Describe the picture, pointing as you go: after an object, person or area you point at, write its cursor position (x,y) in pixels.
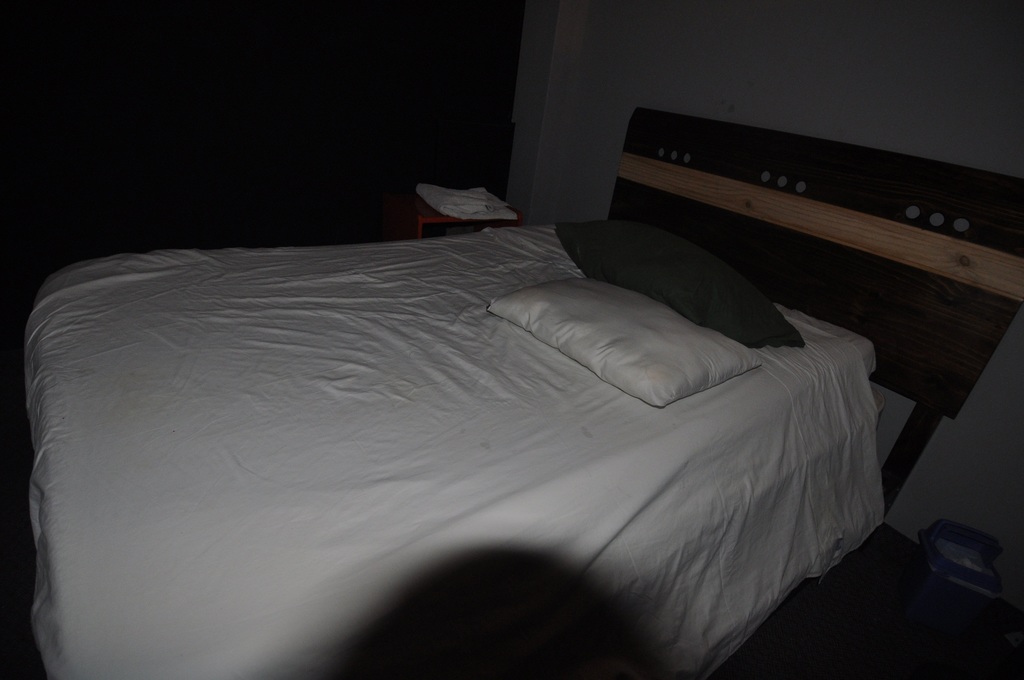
In this image I can see a bed (696,432) and pillows (640,289) on it.
